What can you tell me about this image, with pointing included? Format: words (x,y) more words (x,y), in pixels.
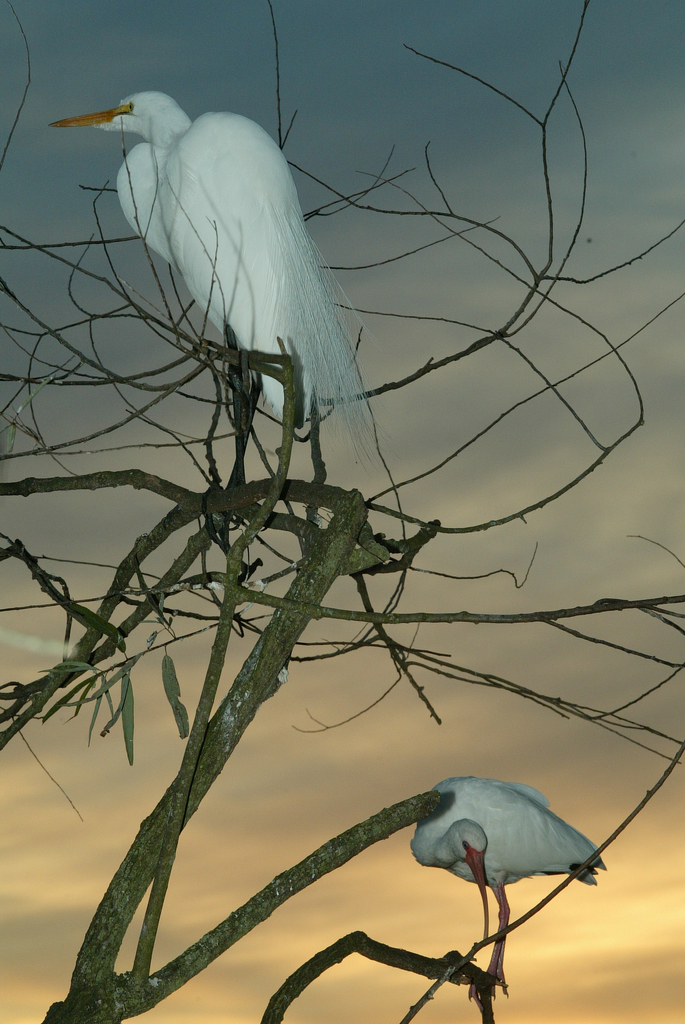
In this image we can see one dried tree (130,863), one stem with dried leaves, two birds (217,185) on the tree (258,509) and in the background (680,928) there is a colorful sky (644,958).
